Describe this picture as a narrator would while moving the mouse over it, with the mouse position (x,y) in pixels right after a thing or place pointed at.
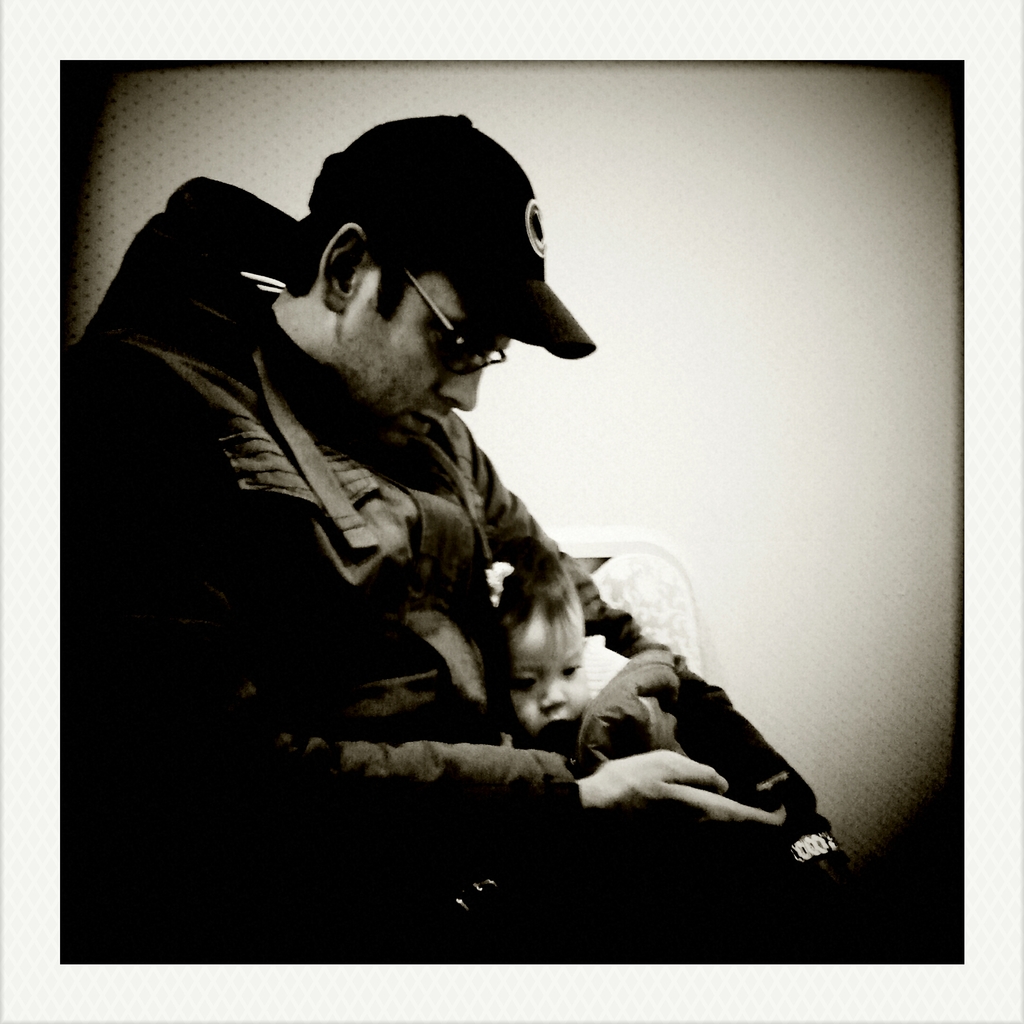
In this picture I can see a man (405,367) in front (422,384) who is wearing a cap (394,169) and I see that he is holding a baby (511,570). I see that this is a white and black picture.
